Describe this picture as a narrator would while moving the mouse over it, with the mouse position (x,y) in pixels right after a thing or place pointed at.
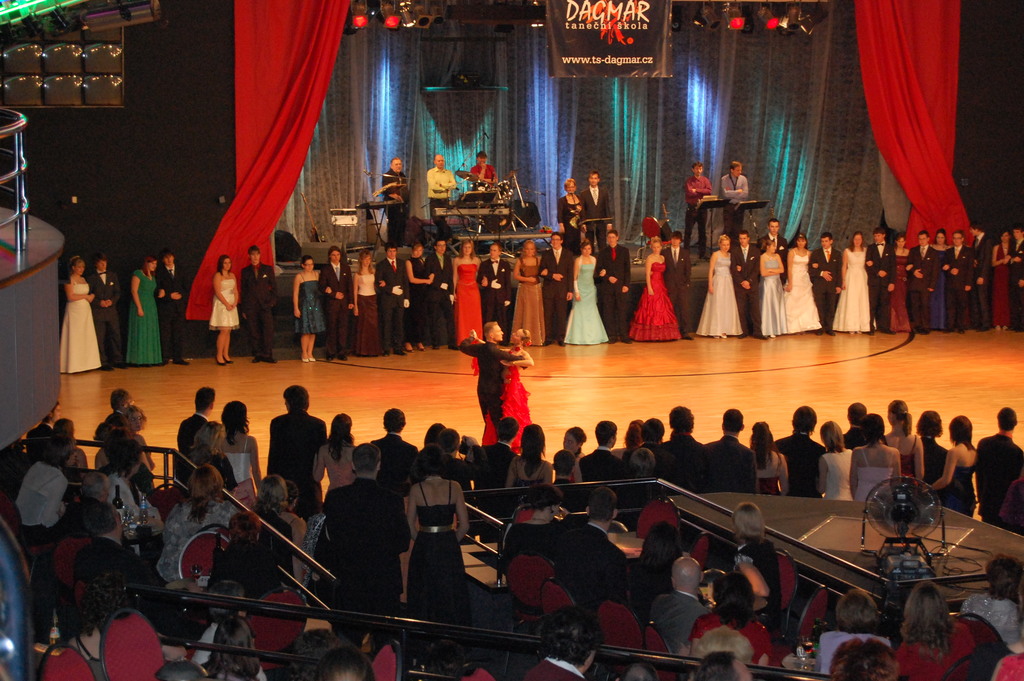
In this image we can see many people (637,469). There are many people (871,276) standing on the stage (541,356). There are few persons (509,373) dancing on the stage (554,348). There are few lights (356,8) in the image. There are many chairs (986,636) in the image. There is a banner (623,24) at the top of the image (632,36). There are few objects (896,559) in the image. There are musical instruments (495,224) in the image.
